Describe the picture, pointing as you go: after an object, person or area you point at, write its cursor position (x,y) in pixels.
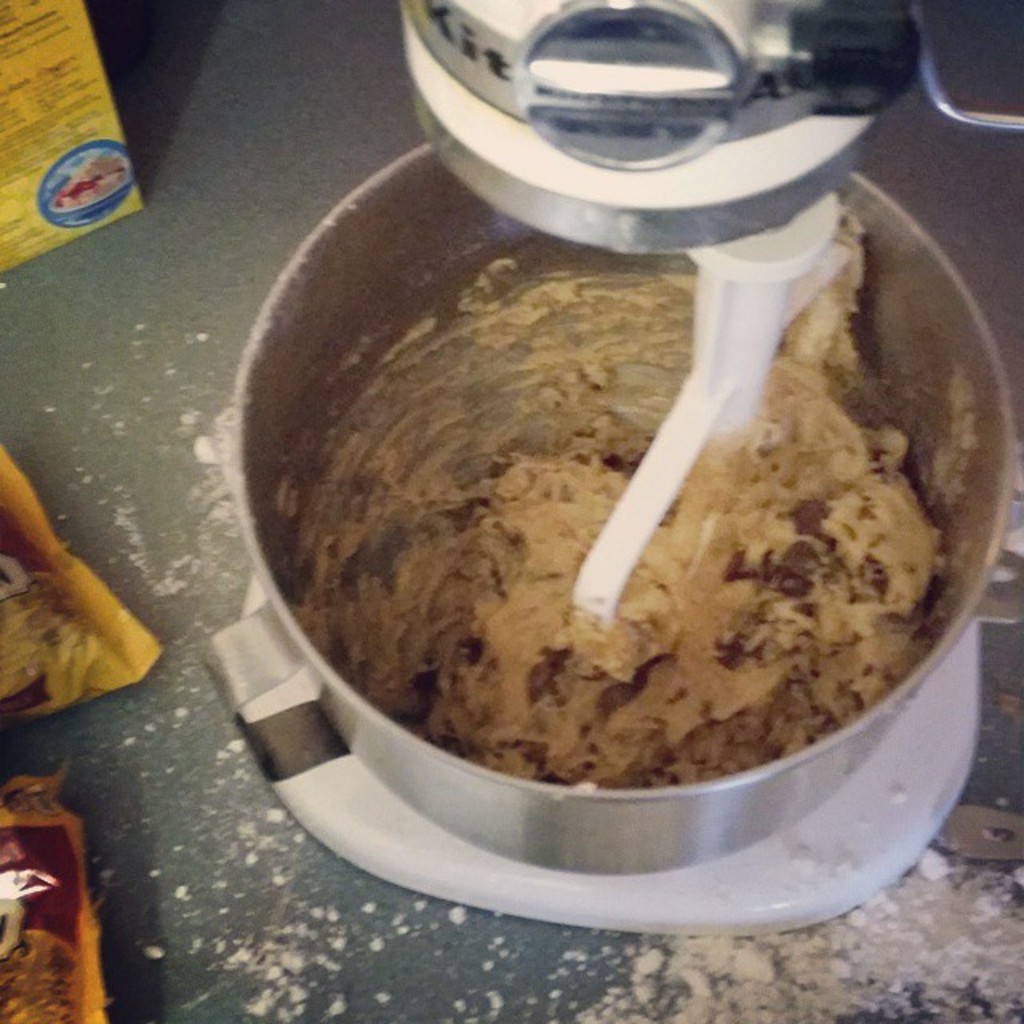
In this picture I can observe a stand mixer (349,317). On the left side (116,214) I can observe yellow color packets (29,620). In the background (84,467) there is countertop (159,291).
